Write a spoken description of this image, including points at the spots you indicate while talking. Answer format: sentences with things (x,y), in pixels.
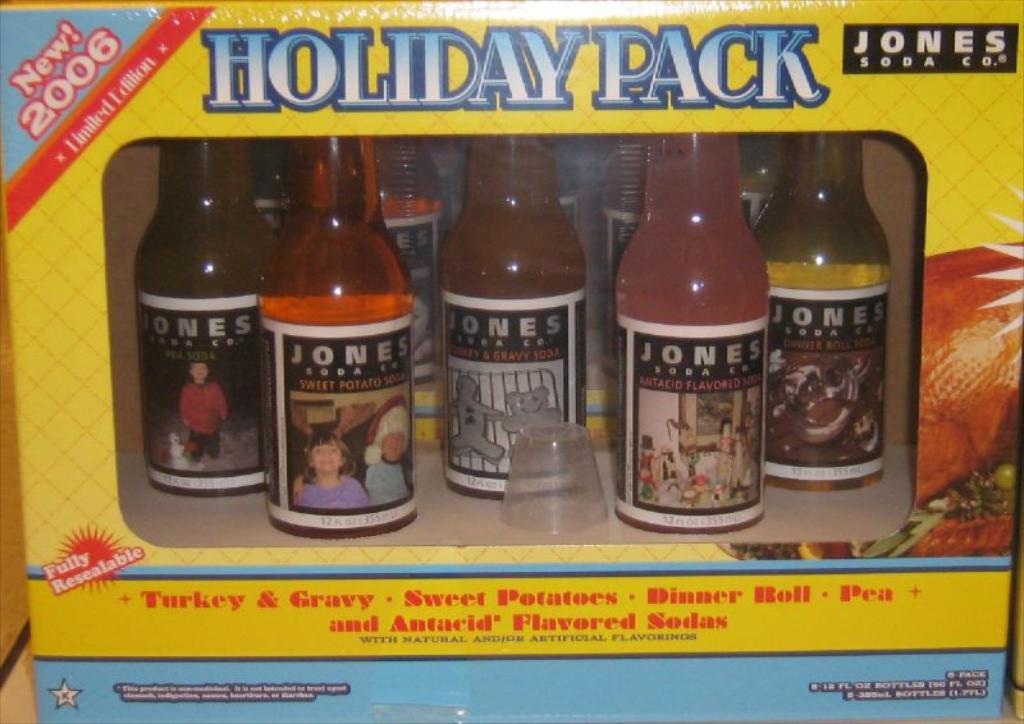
In this picture we can see a bottles (734,339) with stickers (385,423) to it and different kinds of drinks (345,264) in it and a cup (565,475) and this are placed in a cardboard box (897,134) with some poster (90,121) on it.
